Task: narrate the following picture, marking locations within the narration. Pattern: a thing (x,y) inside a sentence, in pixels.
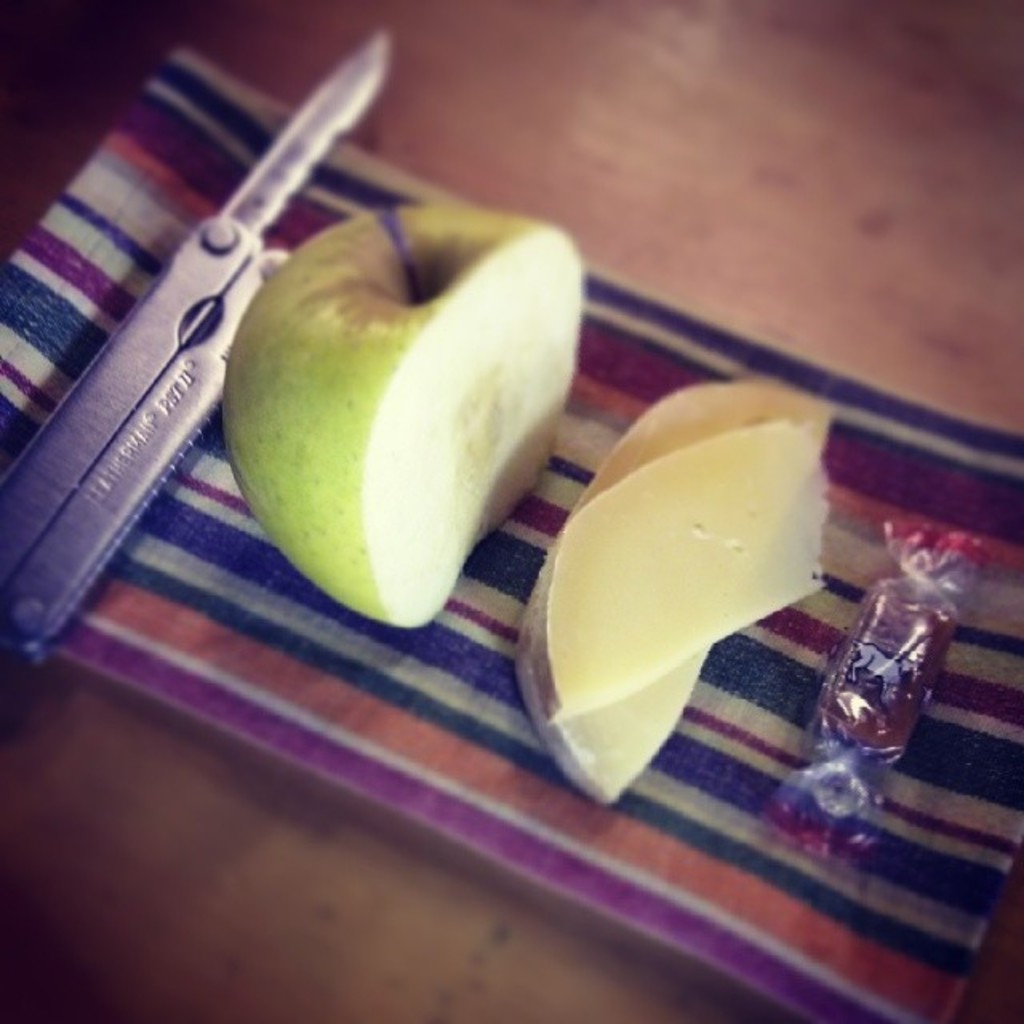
in the foreground of this image (747,493), there is a folding knife (200,292) on left (172,308) and a green apple (429,402) in the middle (398,364), a piece of cheese (662,568) and a chocolate (889,714) on the right (872,752) which are placed on the surface (411,884).
